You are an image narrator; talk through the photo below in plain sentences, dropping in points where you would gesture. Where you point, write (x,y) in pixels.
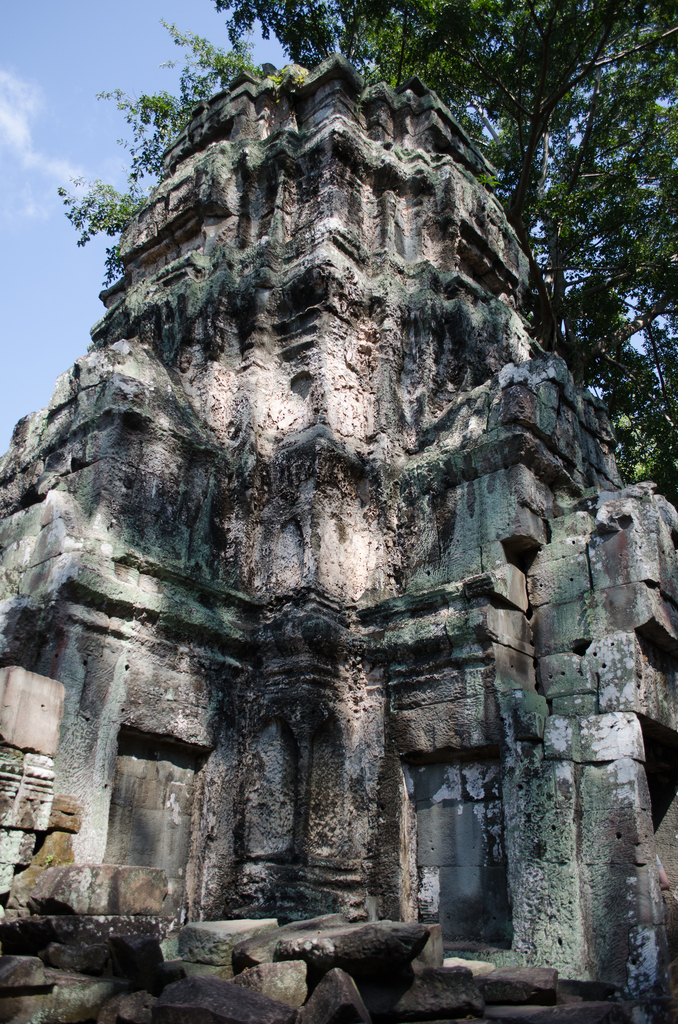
In the center of the image (331,509) we can see temple (276,766). In the background (57,268) we can see trees (562,59), sky (26,125) and clouds (26,125).
